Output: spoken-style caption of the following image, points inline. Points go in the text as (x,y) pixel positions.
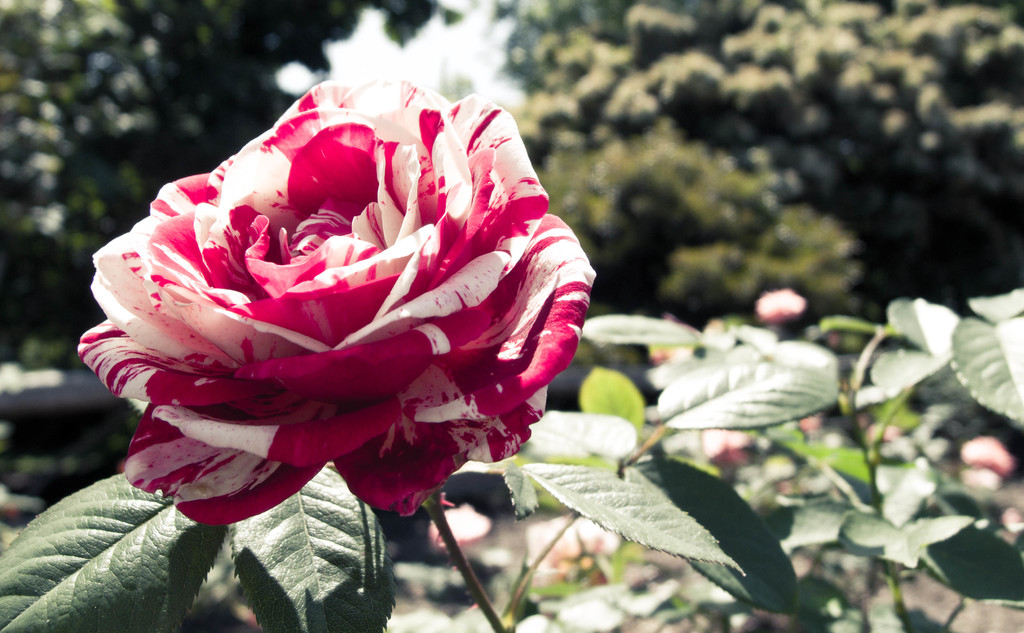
In this image in the front (352,337) there is a flower (445,393) and there are leaves (668,507). In the background (830,157) there are trees (830,157).
